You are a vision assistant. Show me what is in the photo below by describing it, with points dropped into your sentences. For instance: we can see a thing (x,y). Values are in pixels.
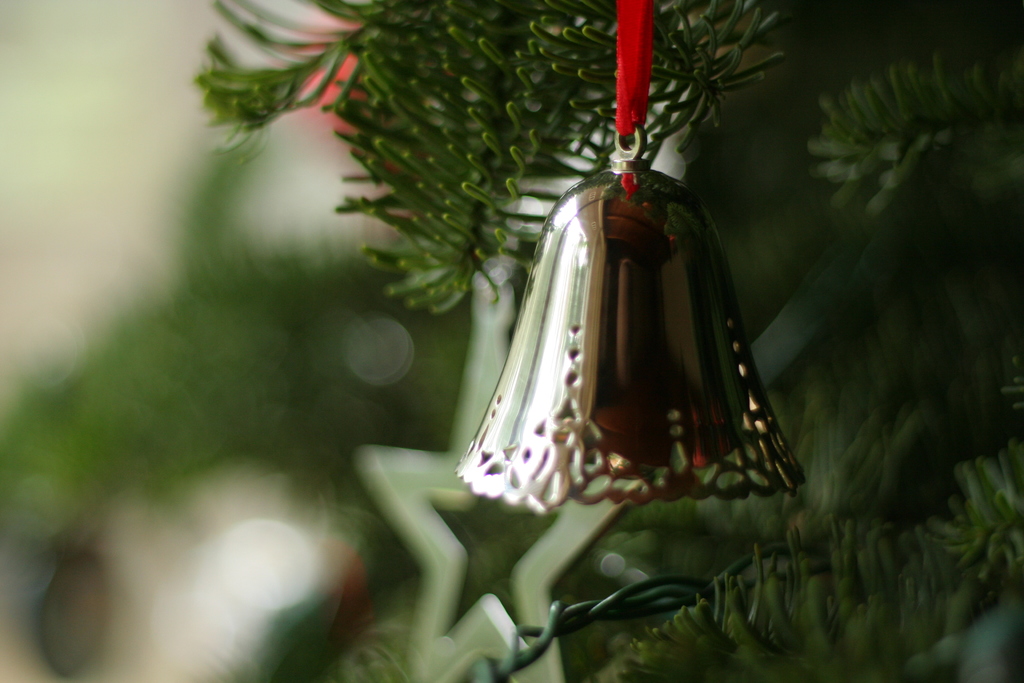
In the middle of the picture (618,355), we see a bell (646,377) which is hanged with a red color thread (631,81). Behind that, we see a Christmas tree (390,158). In the background (307,440), it is green in color and it is blurred in the background (237,344).
